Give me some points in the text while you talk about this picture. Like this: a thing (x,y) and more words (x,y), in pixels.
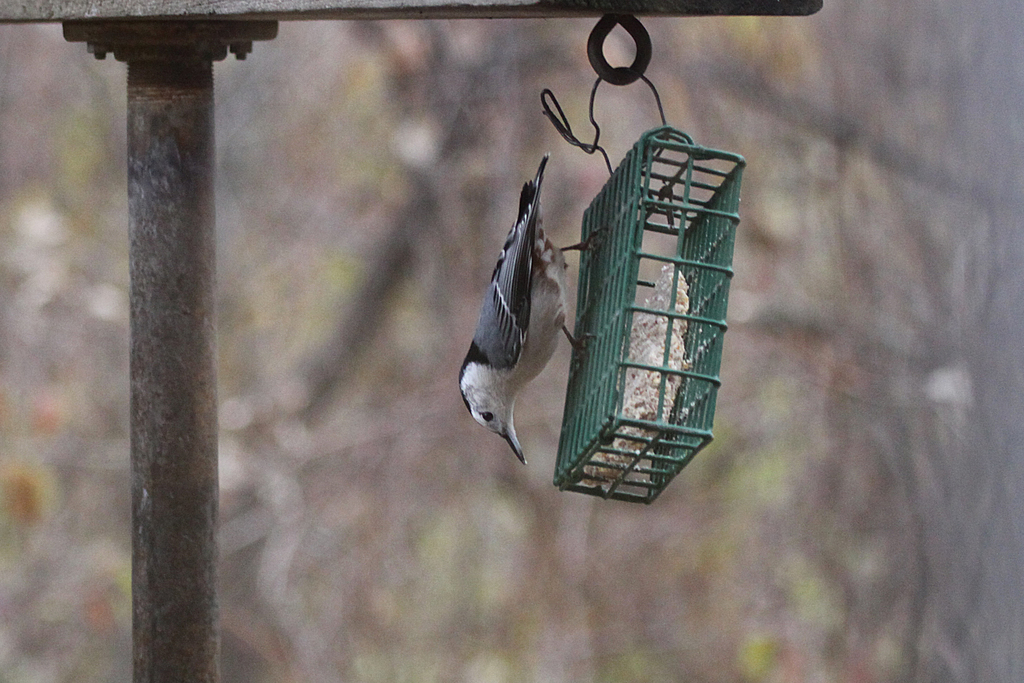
In this image there is a bird (572,248) standing on the hanger type of thing (691,256) which is hanging to the pole (150,242).
